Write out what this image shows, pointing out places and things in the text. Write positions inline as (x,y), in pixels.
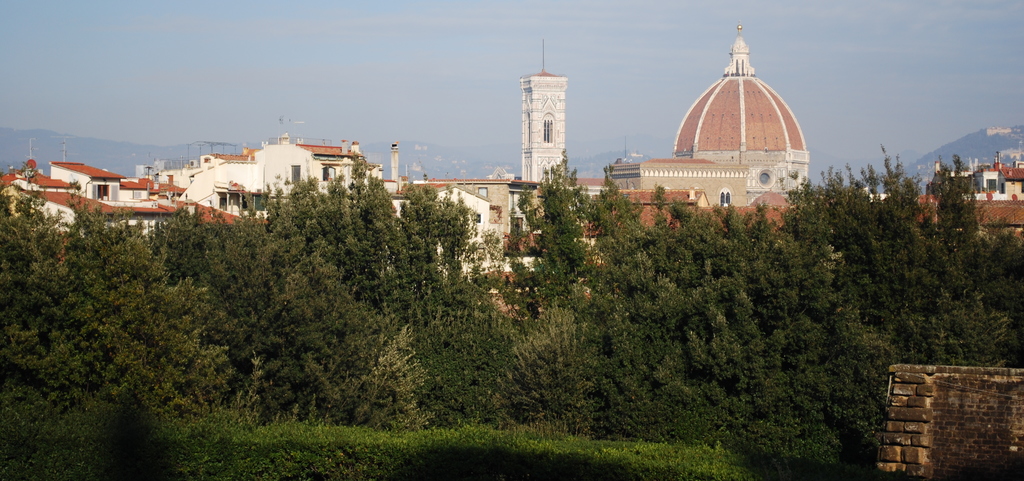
At the bottom (505,396) we can see tree (912,233), grass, wall (971,424). In the background (616,160) there are buildings (801,156), windows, poles (64,160), mountains (78,145) and clouds (519,36) in the sky (511,16).
